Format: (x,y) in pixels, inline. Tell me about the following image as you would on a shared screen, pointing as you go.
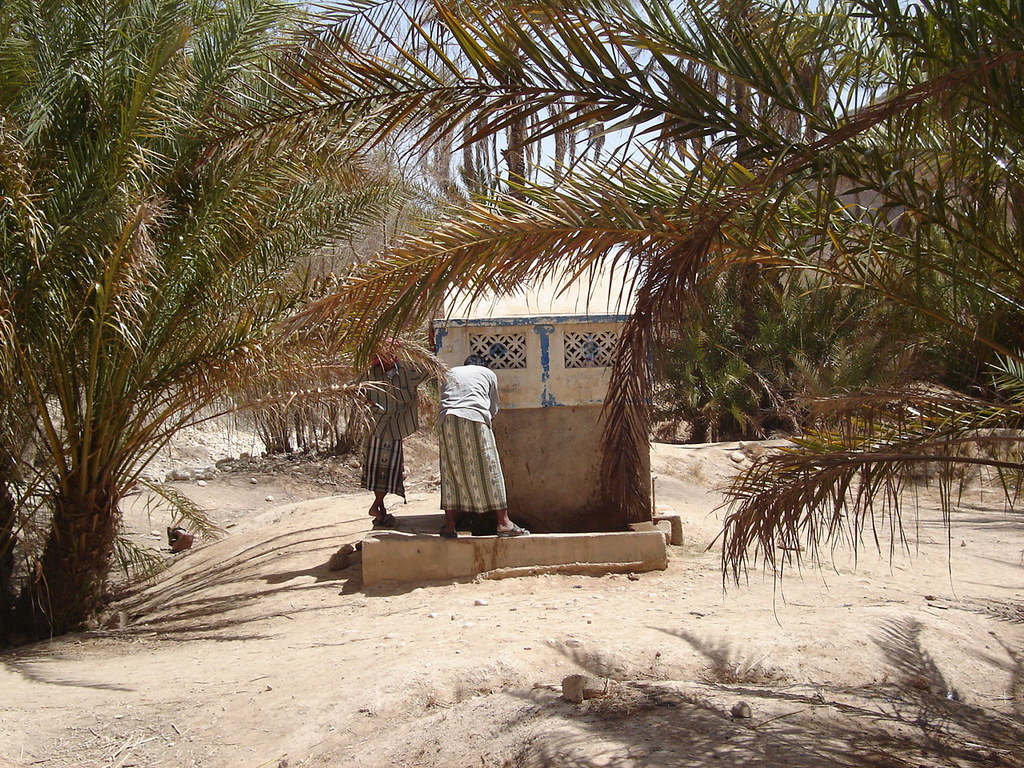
Two people (446,443) are standing, there are trees (77,418) and this is mud ground (529,656).
